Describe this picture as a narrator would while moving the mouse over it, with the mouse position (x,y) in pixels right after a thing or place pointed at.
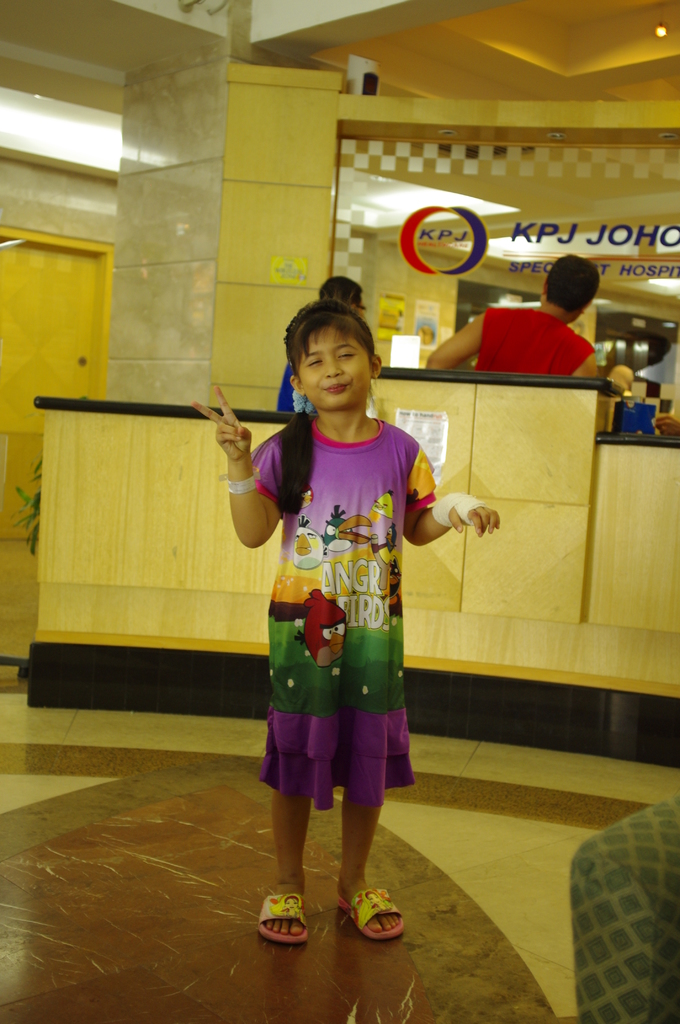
In this picture we can observe a girl (303,578) standing on the floor (112,881), wearing violet and green color dress (331,565). In the background (456,390) we can observe a desk (581,450) and a person (516,341) standing behind the desk (517,390). We can observe a glass (483,203) and some lights (103,153) in the ceiling (56,134).
